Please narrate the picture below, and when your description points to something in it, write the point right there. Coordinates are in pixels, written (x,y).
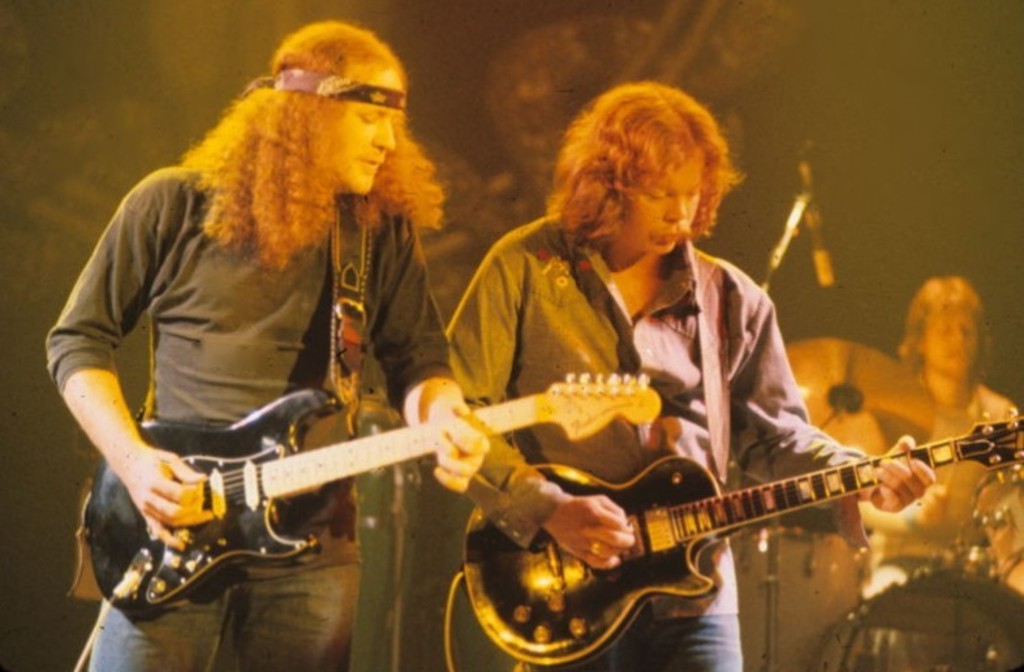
In this image at front (594,517) two people (177,475) were playing guitar (502,545). At the background (952,360) person (938,329) is standing in front of musical instruments (888,598).
